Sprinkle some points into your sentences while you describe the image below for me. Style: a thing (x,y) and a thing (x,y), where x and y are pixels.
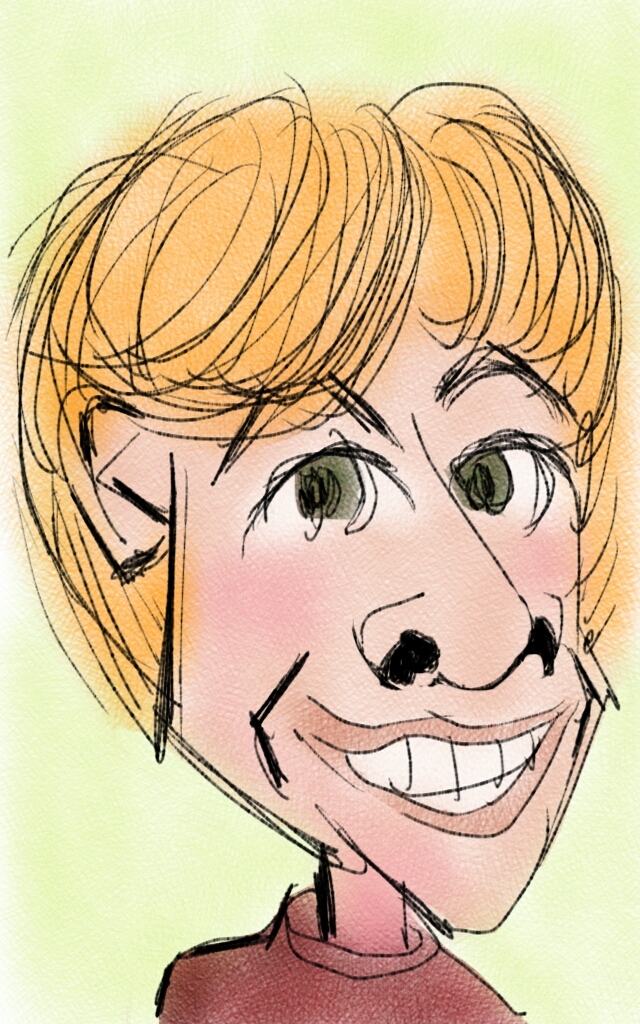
In this image we can see a cartoon picture (302,684) of a person (296,634).
